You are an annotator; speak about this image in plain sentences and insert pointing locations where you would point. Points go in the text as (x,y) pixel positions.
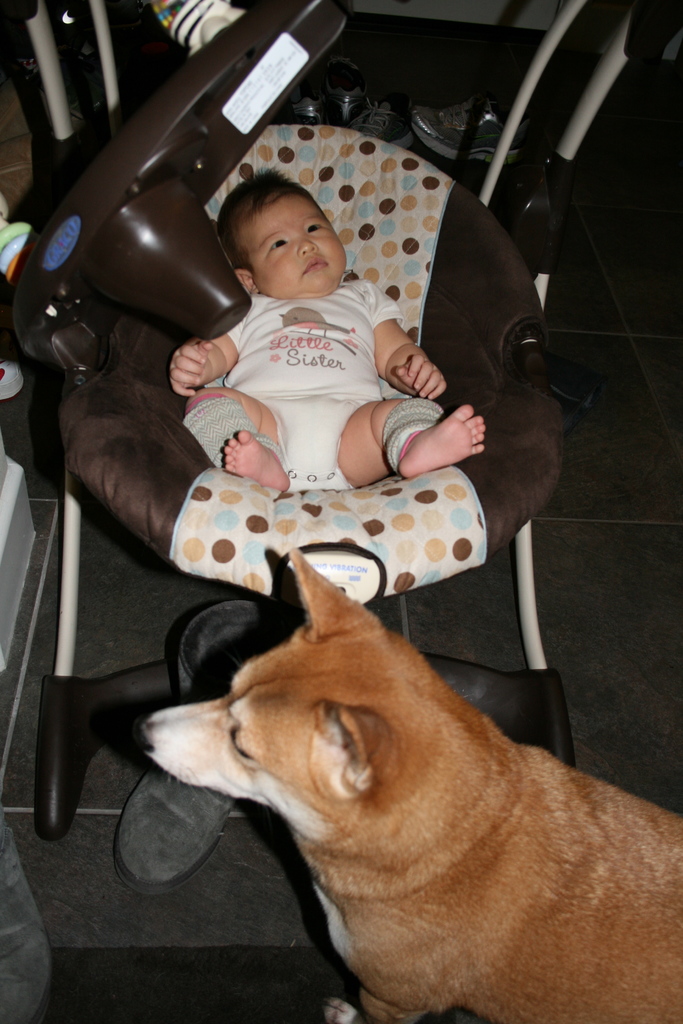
In this image we can see a baby (306,485) in the cradle (239,513) which is placed on the floor (107,884). At the top of the image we can see shoes (377,107). At the bottom of the image (489,889) we can see a dog (422,787) which is standing on the floor (578,569).
